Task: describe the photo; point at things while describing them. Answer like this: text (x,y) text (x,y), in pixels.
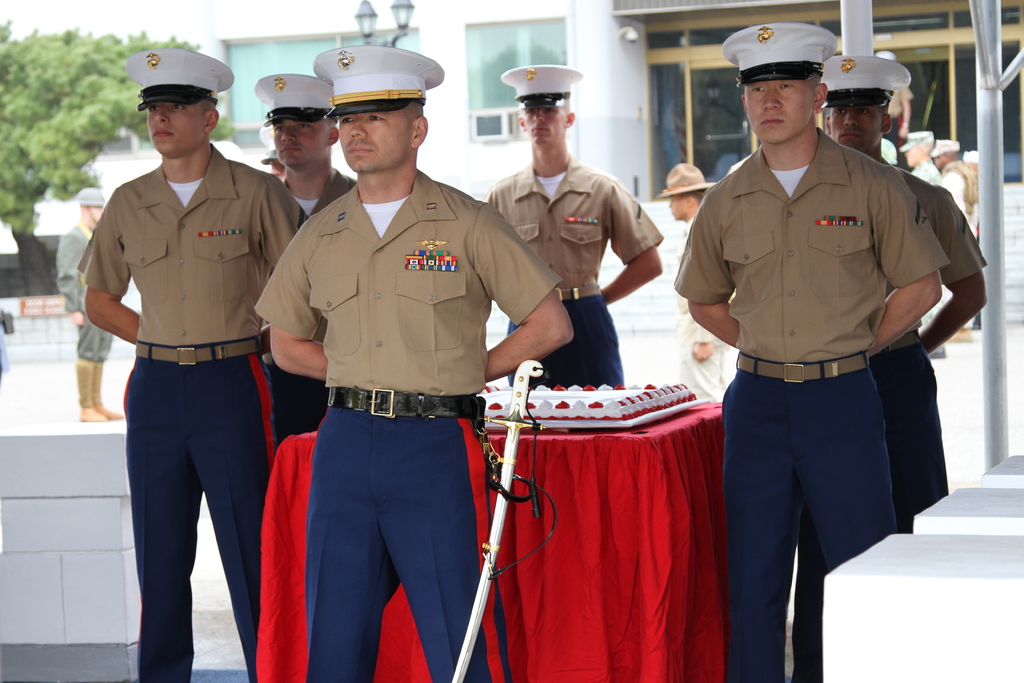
In the picture I can see group of men (389,245) are standing and wearing uniforms (395,309). They are also wearing white color hats (337,110) and other color hats (690,176) in the background (689,211). Here I can see a table (607,517) which is covered with red color cloth (585,551). On the table (639,552) I can see a cake (503,413). The man (386,374) in the front (385,389) is carrying a sword (490,580). In the background (117,116) I can see trees (80,115), street light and buildings (634,82).
